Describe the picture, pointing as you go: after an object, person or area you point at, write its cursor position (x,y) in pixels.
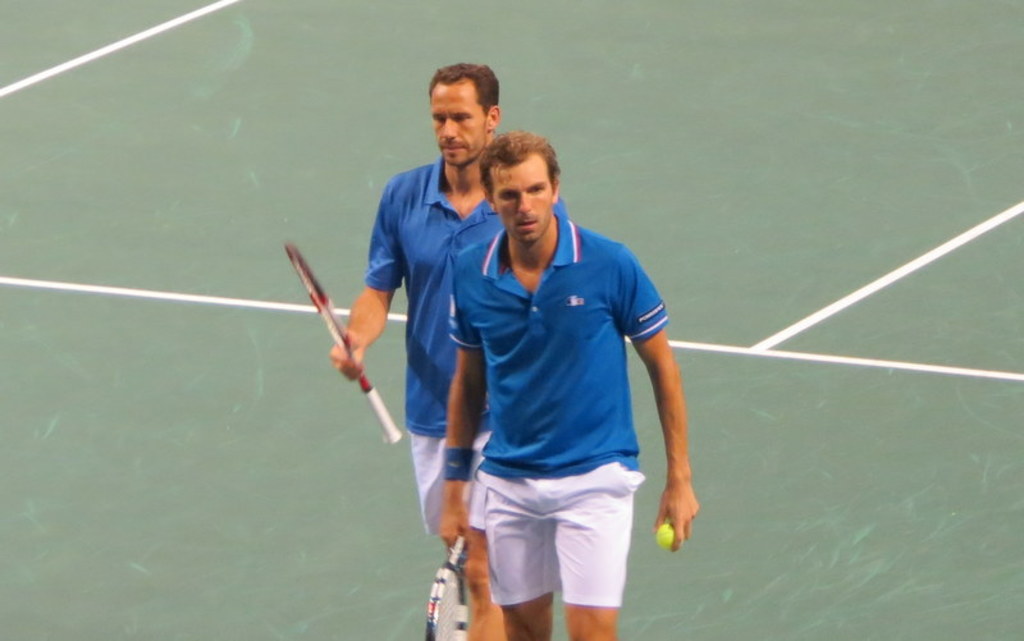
There are two sportsmen (487,293) walking in the court (214,176), holding their bats (432,588) in their hands (337,349). One of the guy (586,377) is holding a tennis ball (667,530) in his hand (676,530). In the background (781,226) we can observe court (362,65) here.
